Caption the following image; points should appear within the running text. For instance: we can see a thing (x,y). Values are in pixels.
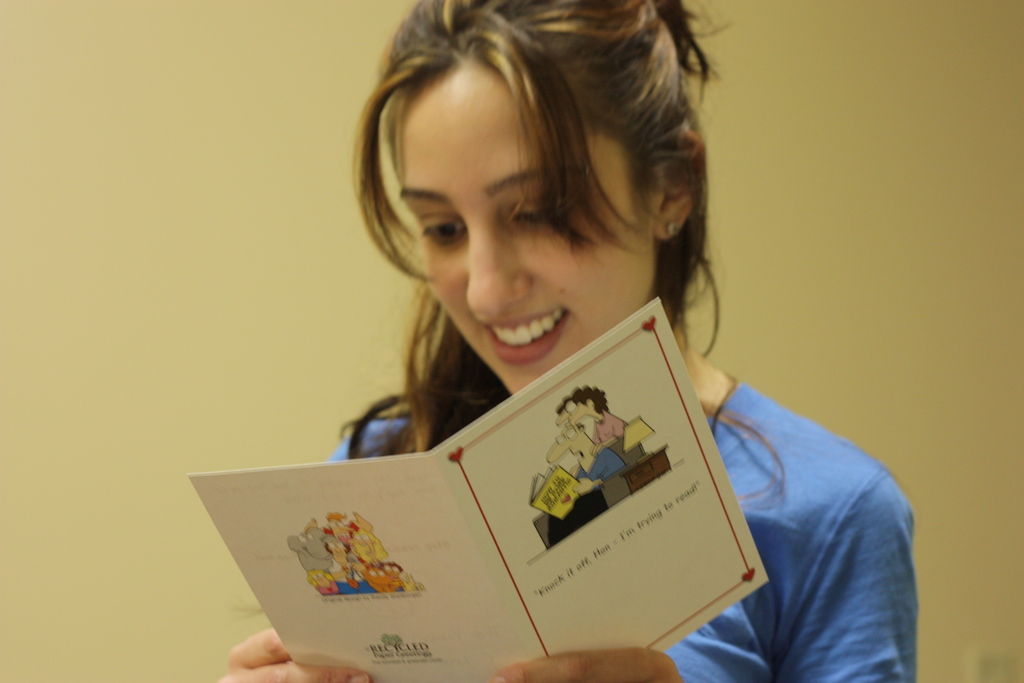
In the center of the picture (530,373) there is a woman (431,420) holding a greeting card (447,498), behind her it is wall (978,308).
